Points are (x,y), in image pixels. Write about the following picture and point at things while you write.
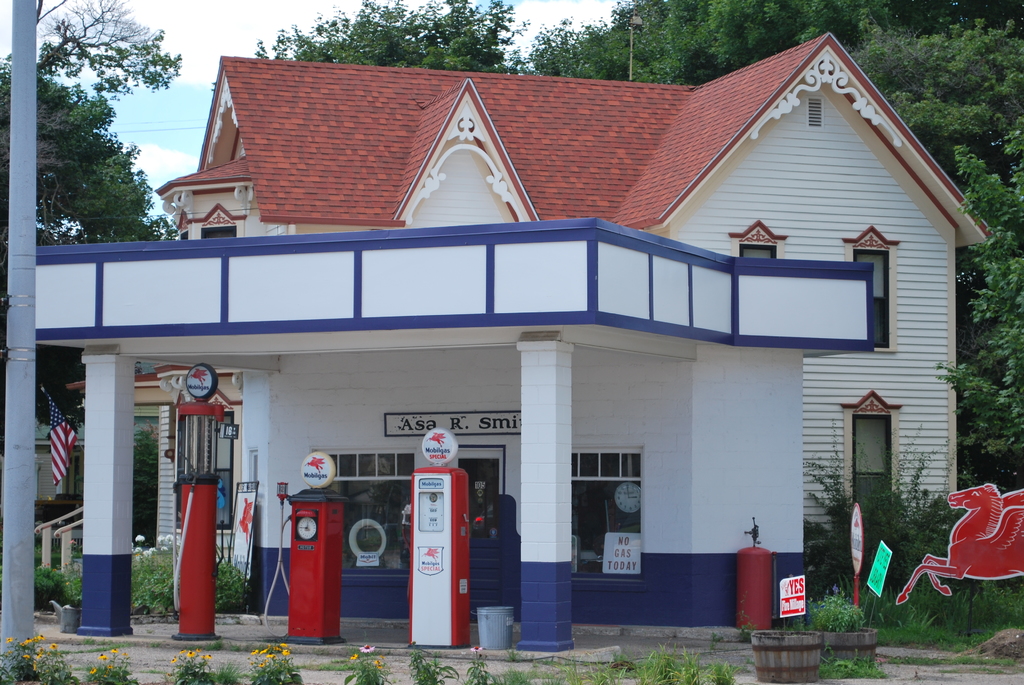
In this picture there is a gas station (375,490) and there are few plants (351,665) in front of it and there is a building (471,166) behind the gas station (492,418) and there are trees (666,46) in the background (164,63) and there is a pole (30,386) in the left corner (21,431).
